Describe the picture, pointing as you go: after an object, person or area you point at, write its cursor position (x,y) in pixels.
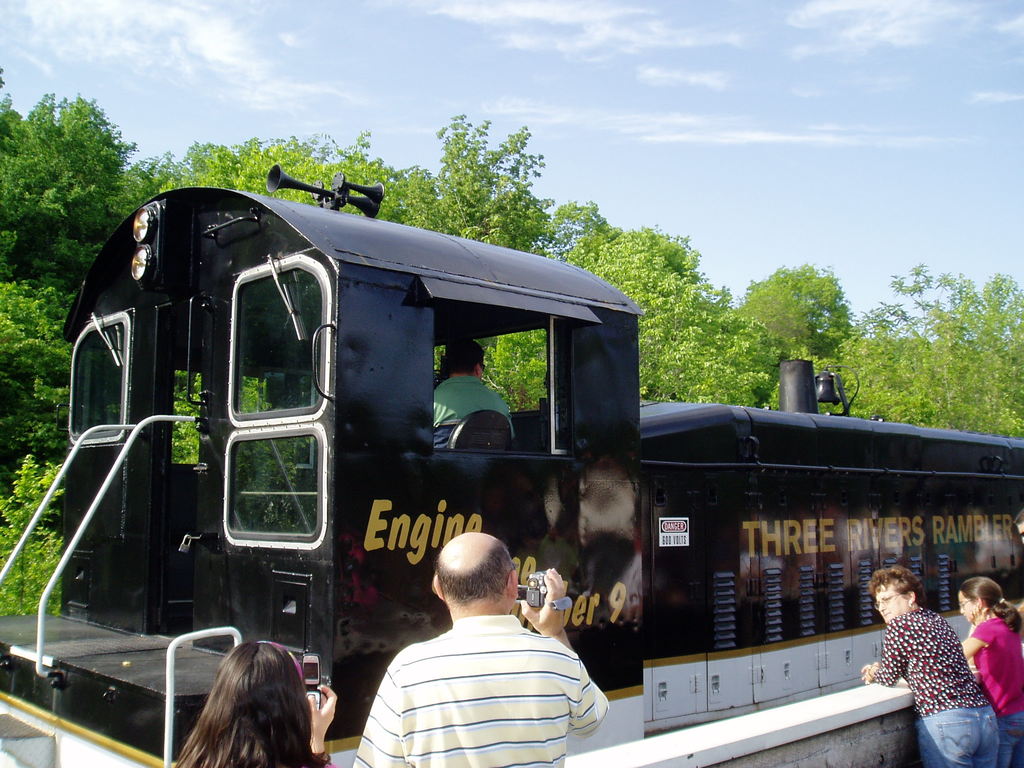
In this image I can see a train engine (481,455) in black color, at the bottom (476,726) a man (427,684) is standing and shooting with the camera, he wore t-shirt (494,677) beside him there is a girl (309,714). On the right side (998,738) two girls (949,669) are standing. At the back side (569,234) there are trees (621,261), at the top (530,139) it is the sky (636,87).
